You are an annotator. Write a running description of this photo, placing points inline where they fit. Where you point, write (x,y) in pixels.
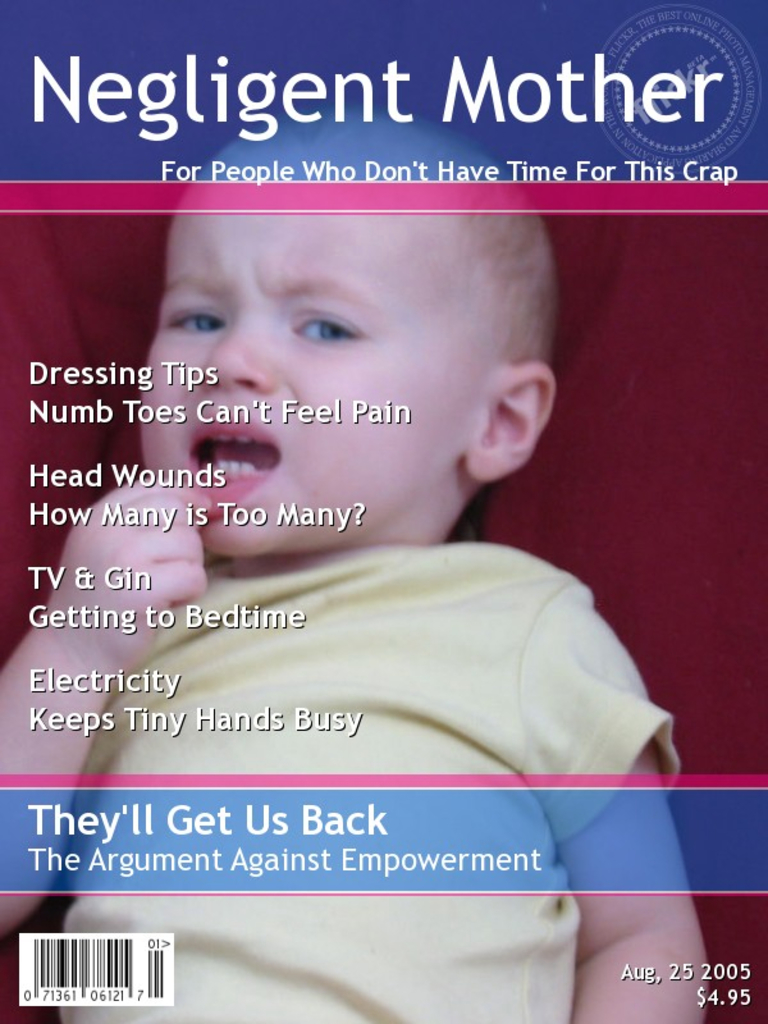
In this picture we can see a cover paper (456,668), on the paper (540,448) we can find a baby (313,620) and some text (327,830).
